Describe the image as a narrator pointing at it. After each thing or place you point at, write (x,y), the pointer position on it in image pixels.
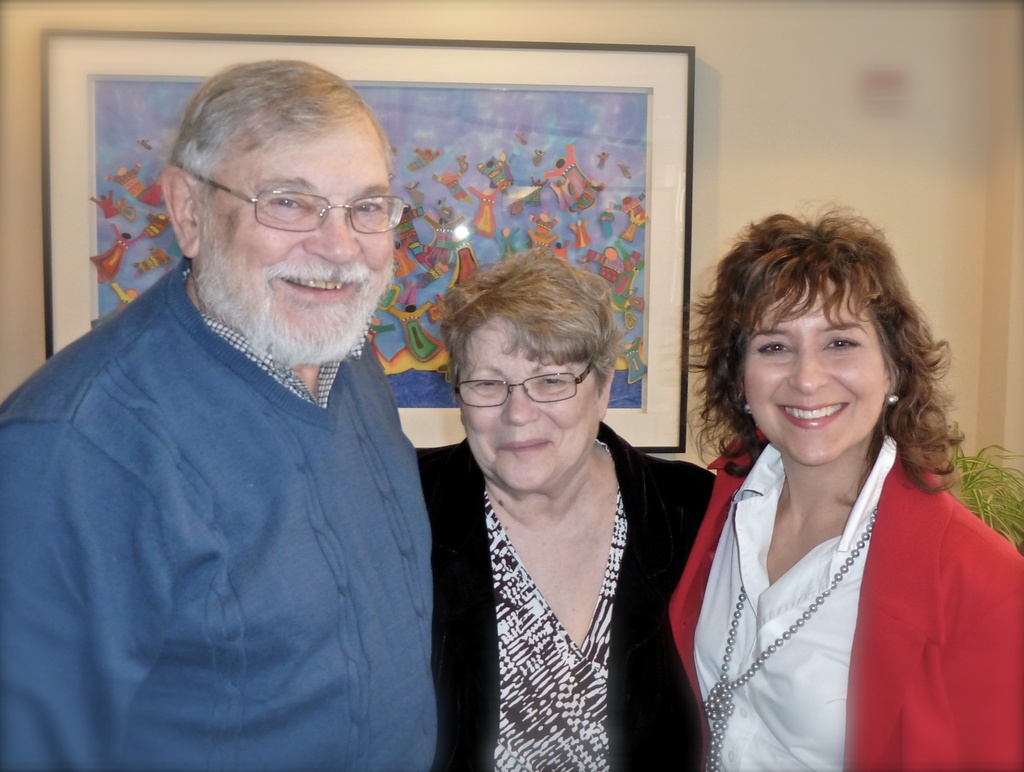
In this image I can see three people (570,507) standing and wearing the different color dresses (502,538). These people (518,468) are smiling and also two people (340,328) are wearing the specs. In the background (381,356) there is a frame (381,108) to the wall (776,195). To the right (962,489) I can see the plant (975,502).
